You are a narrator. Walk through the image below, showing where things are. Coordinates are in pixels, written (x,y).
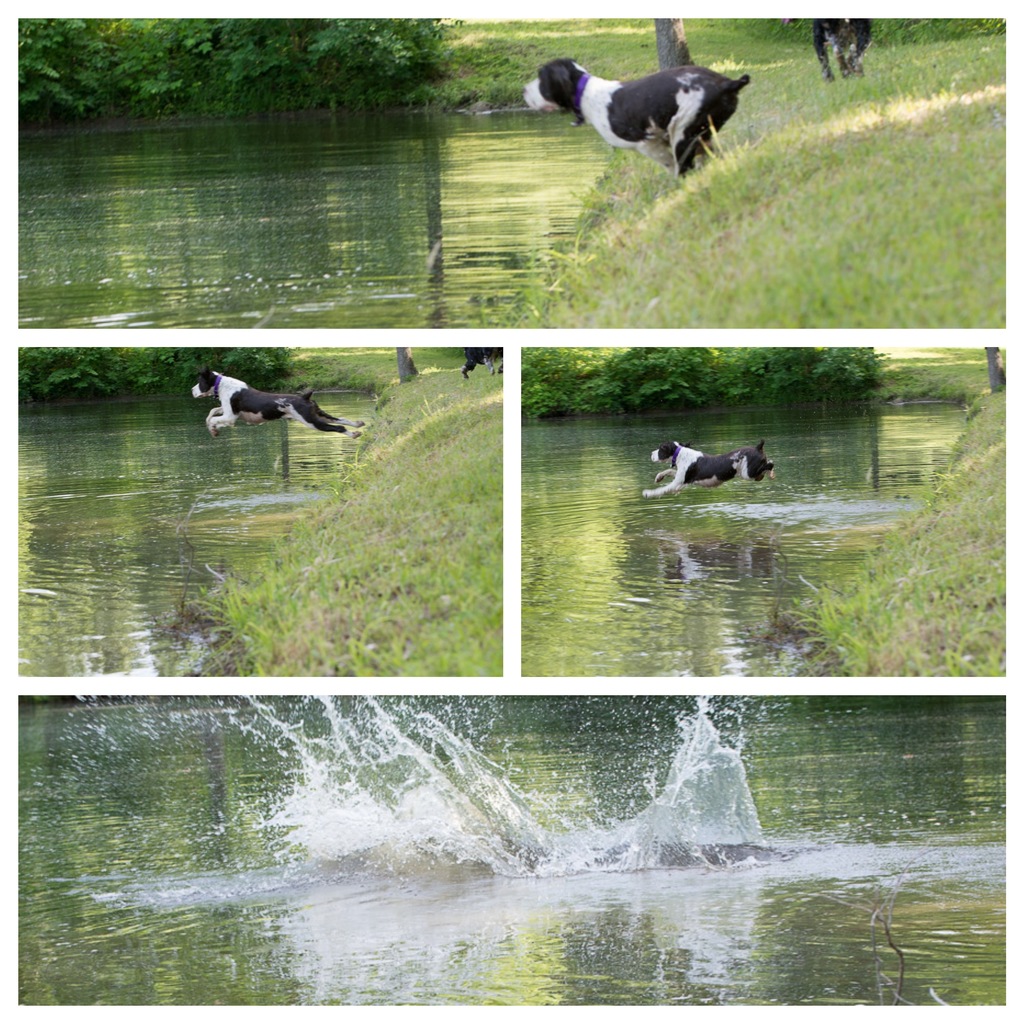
This is a collage in this image there is a river (477,821), grass (747,234), trees (581,407) and dogs (621,134).
